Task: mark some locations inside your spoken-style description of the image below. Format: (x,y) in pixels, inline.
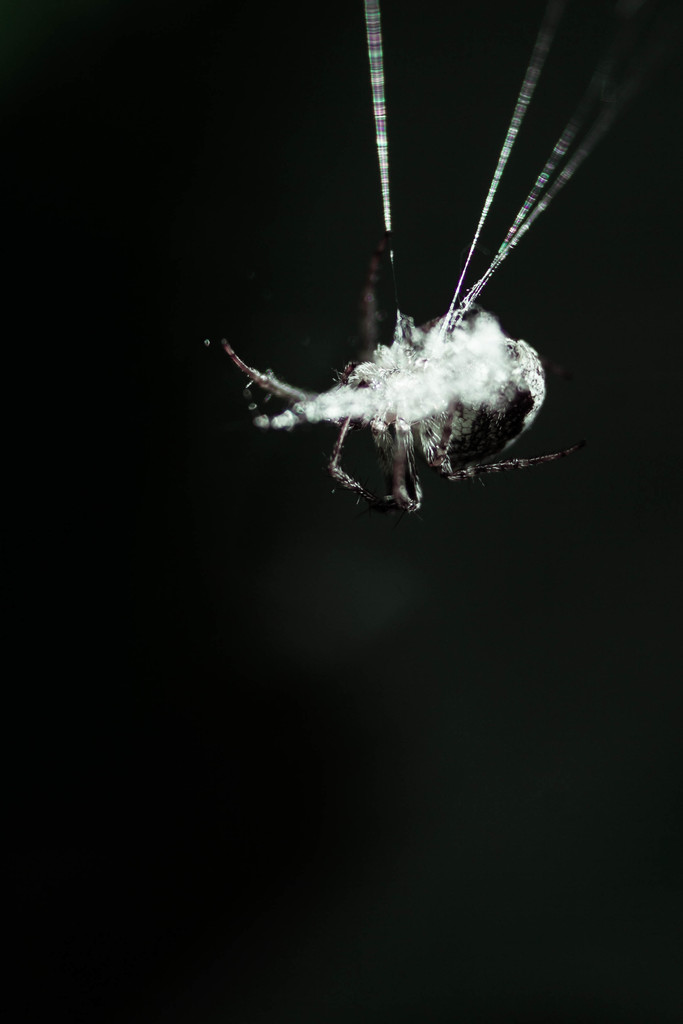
In the image there is an insect (421,417). And there is a black background (509,482).
